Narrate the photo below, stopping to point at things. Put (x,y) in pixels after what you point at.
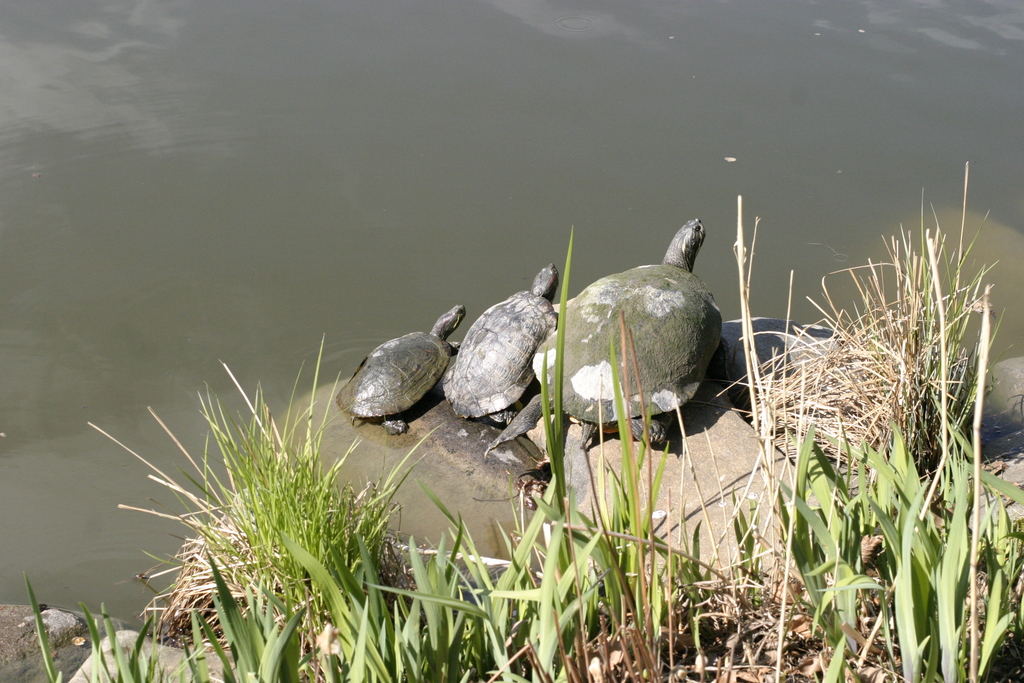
In this picture there are tortoises (544,328) standing on the stones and there are plants (638,681). At the back (410,80) there is water (335,90).
